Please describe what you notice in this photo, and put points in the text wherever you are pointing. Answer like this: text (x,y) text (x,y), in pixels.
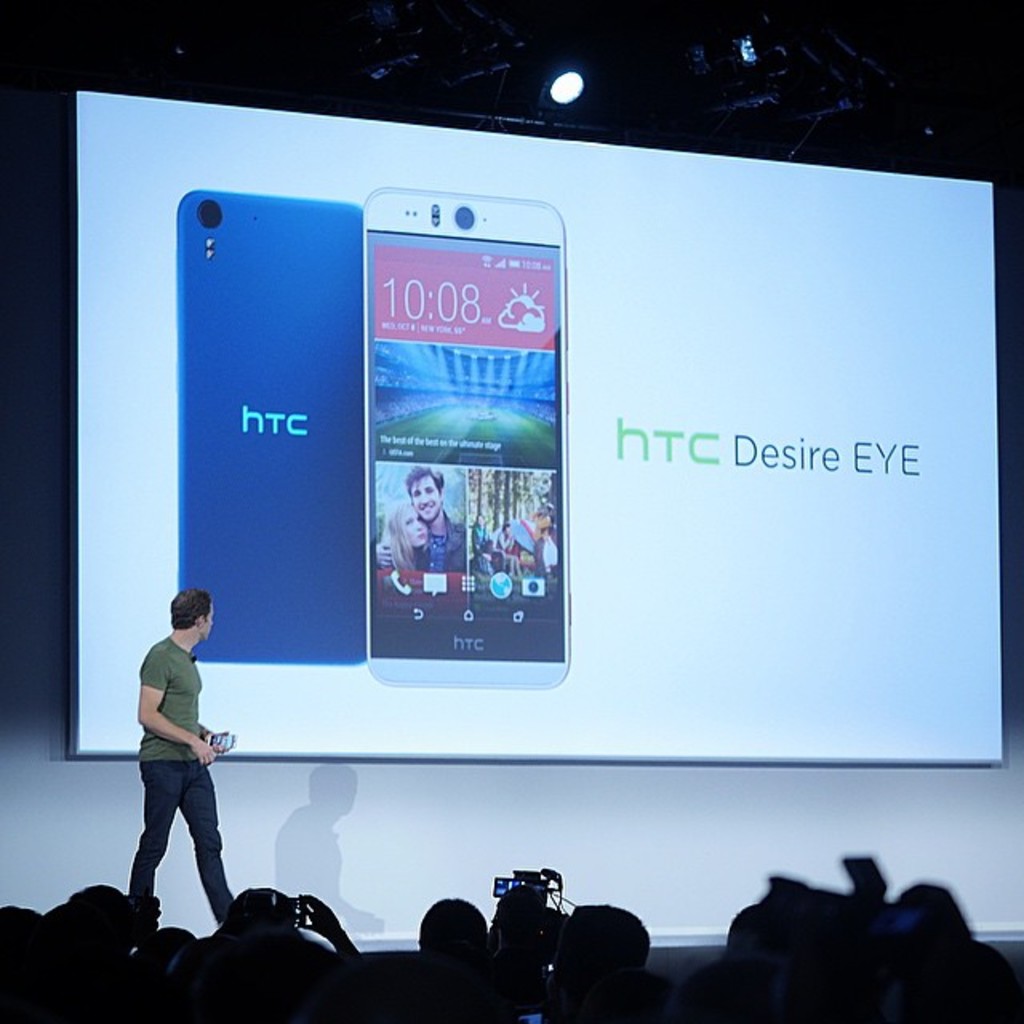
In this picture, there is a stage (390,855). On the stage (269,785), there is a man (182,714) wearing a green t shirt (179,683), black trousers (209,787) and he is holding mobile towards the left (223,744). In the center (532,643), there is a screen (484,604). On the screen (468,612), there are two mobiles (401,413). On the mobile screen (474,539), there are some pictures (483,440) and text (473,641). At the bottom (808,995), there are people (775,951) holding cameras (797,912) and mobiles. On the top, there is a light (575,80).
